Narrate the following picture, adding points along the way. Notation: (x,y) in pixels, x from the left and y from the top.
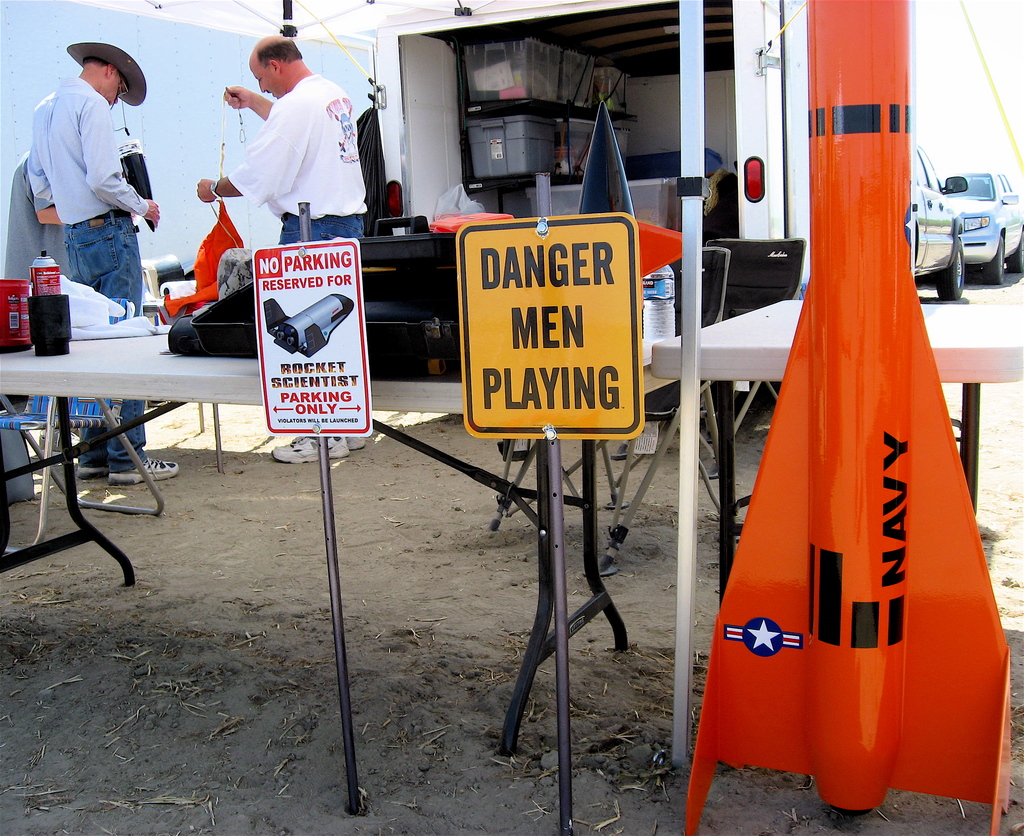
In the left middle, two person (308,85) are standing and holding an object (221,228) in their hand (212,194). Below to that a table (111,390) is there on which can (10,314), bottle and machine (176,328) is kept. In the middle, truck (793,200) is there in which boxes (486,139) are kept. On the right (1012,254), two cars (1012,250) are visible. In the middle (631,316) two boards (553,262) are there and in the right (847,778) rocket (803,735) is visible of orange in color. At the bottom (522,573) ground (322,527) is visible. This image is taken inside an umbrella hut (694,320) during day time.
